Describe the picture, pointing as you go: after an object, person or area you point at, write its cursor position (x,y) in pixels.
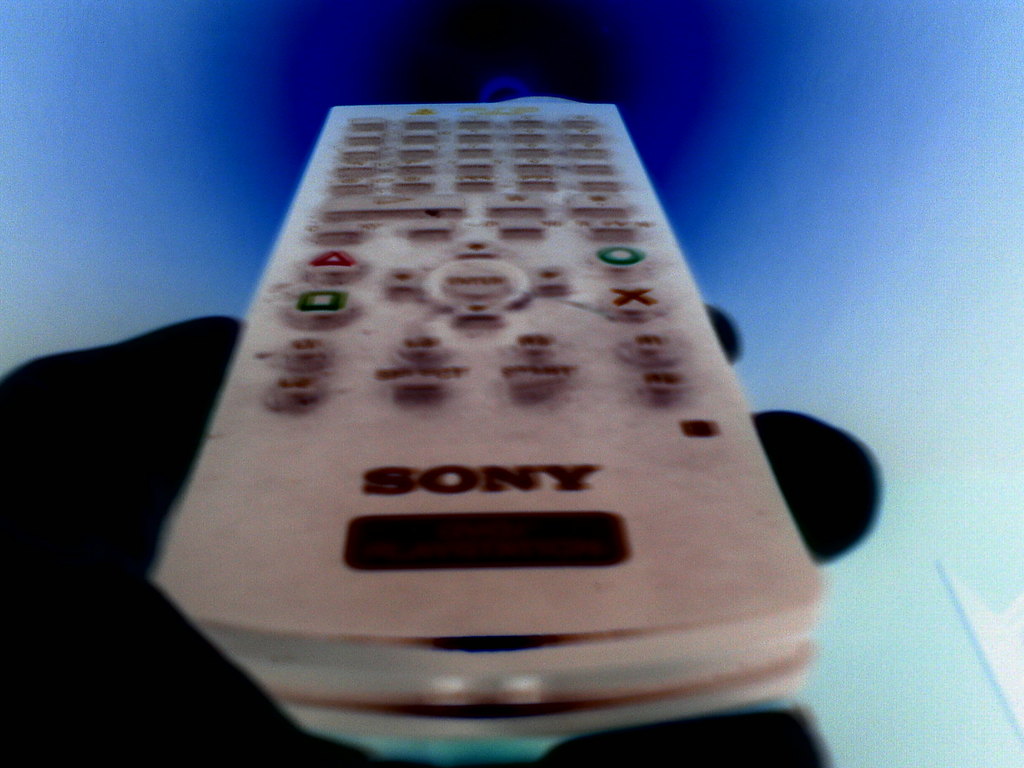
In this image we can see the person's hand (15,496) holding remote (474,248) and we can see the blue background (874,157).
